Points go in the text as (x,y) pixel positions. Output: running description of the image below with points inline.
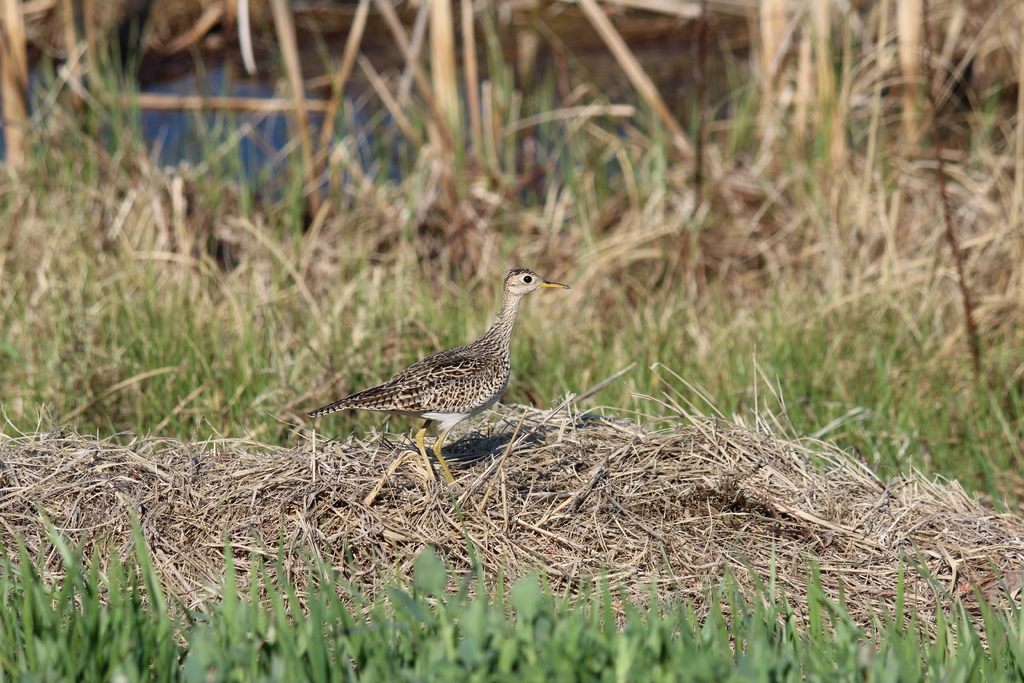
In the picture I can see a bird (479,405) is standing on the dry grass (484,466). In the background (321,325) I can see the grass (358,266). The background of the image (394,229) is blurred.
